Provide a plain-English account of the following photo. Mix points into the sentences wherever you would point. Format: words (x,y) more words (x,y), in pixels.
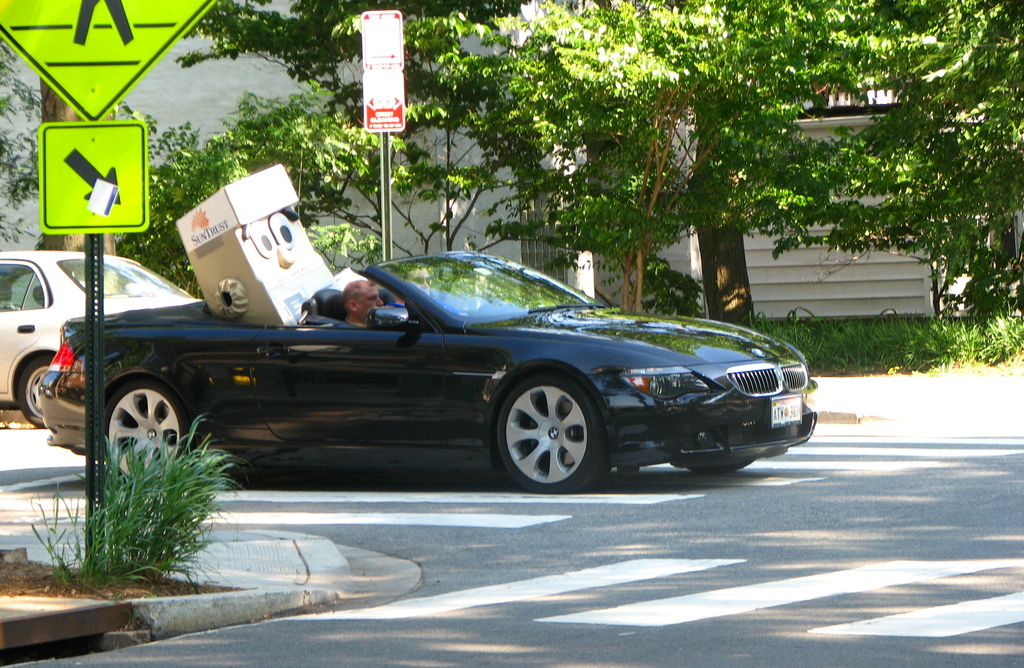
In this image I see 2 cars (475,259) which are on the road (426,606) and I see 2 sign boards (42,45) and I can also see that there are few plants (146,514) and the trees (505,10).
